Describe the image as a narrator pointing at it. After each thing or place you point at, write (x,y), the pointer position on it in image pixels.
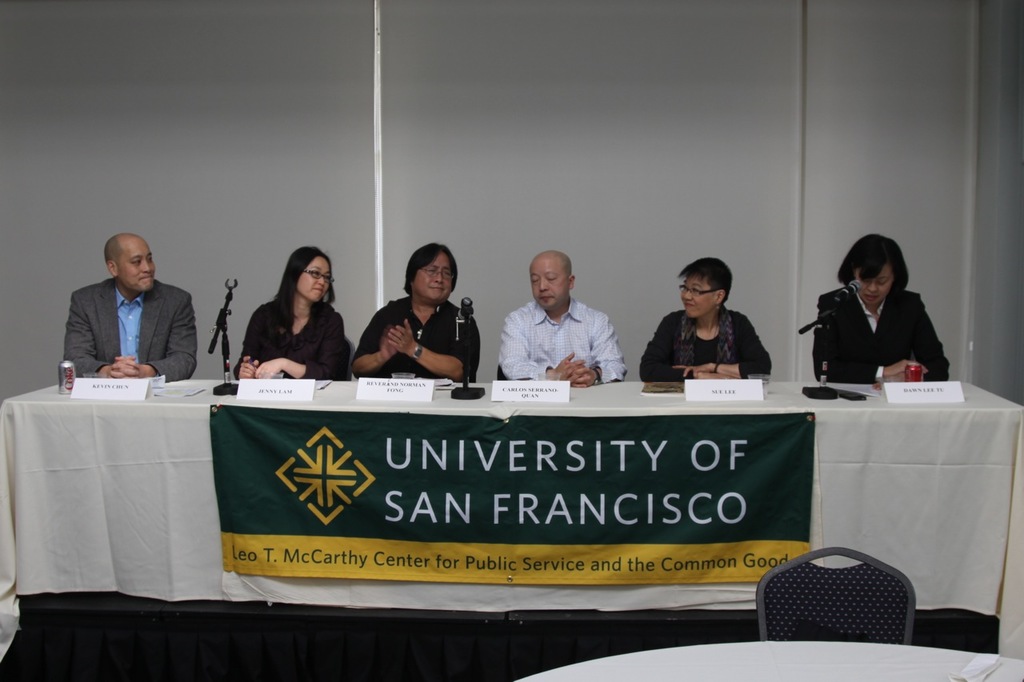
Six persons (436,321) are sitting on a chair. In-front of them there is a table (526,423), on this table (594,459) there is a banner (594,459), cloth (865,419), name board (534,386) and mic (465,355). Middle this person (416,366) is clapping his hands (404,344). This woman (848,354) is looking downwards. We can able to see chair (833,601) and table (834,652) front.
